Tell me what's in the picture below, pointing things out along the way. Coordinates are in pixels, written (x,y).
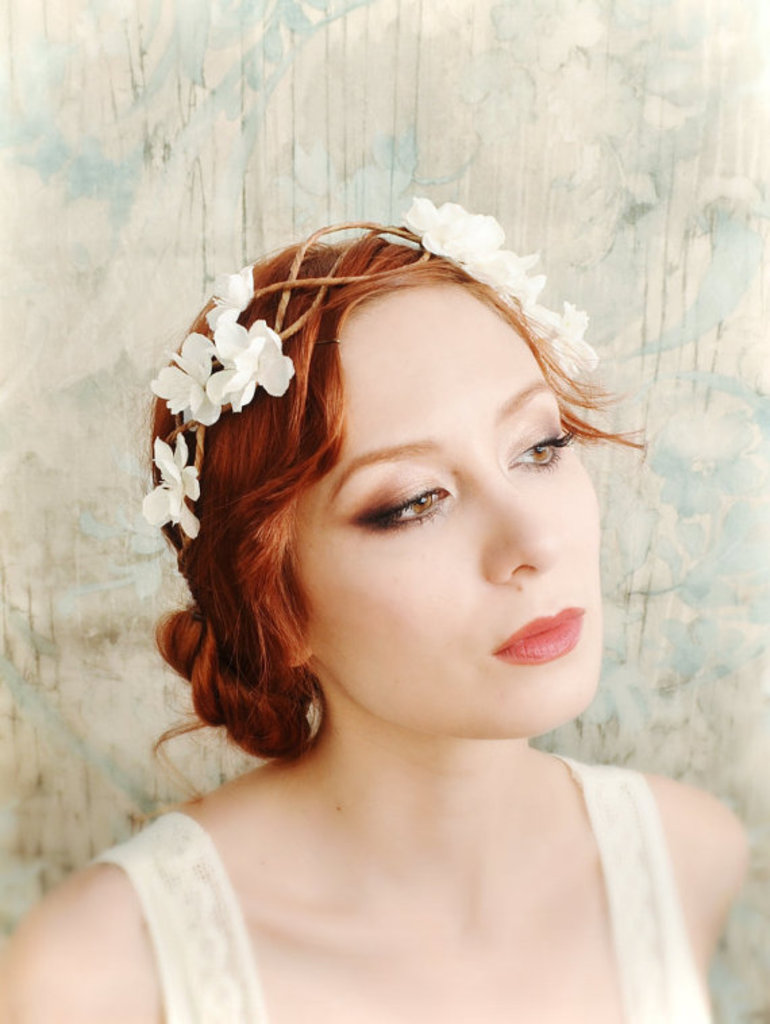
In this image I can see a woman (399,740) wearing white dress (197,965) and I can see few white colored flower (242,357) on her head (250,440) and I can see the white colored background (109,746).
